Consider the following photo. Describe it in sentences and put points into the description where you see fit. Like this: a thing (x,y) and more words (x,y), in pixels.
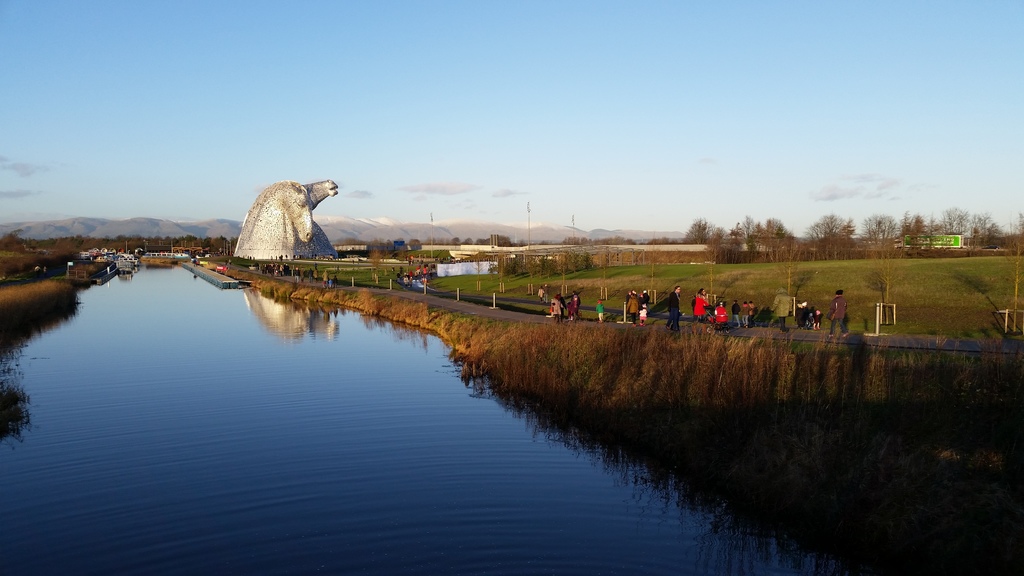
In this image we can see a river (210,451). On the right side of the image (977,442), we can see grass (1001,447), trees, board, poles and people (719,304). In the background (258,248), there is an architecture (295,223). At the top of the image (187,123), we can see the blue color sky (551,91).
